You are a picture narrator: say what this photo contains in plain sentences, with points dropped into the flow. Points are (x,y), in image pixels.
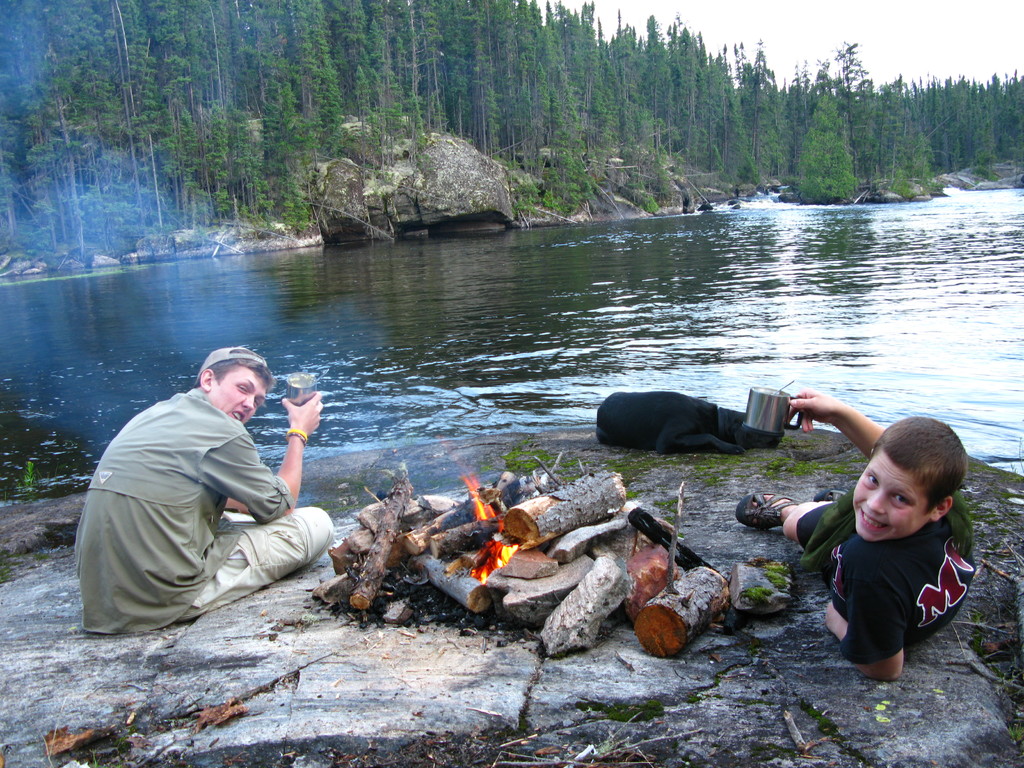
In the image there are two boys (958,586) sitting and laying around campfire (614,550) on a rock (995,534), in the front (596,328) there is a lake (282,359) with trees (936,151) behind it all over the place and above its sky (894,32).
